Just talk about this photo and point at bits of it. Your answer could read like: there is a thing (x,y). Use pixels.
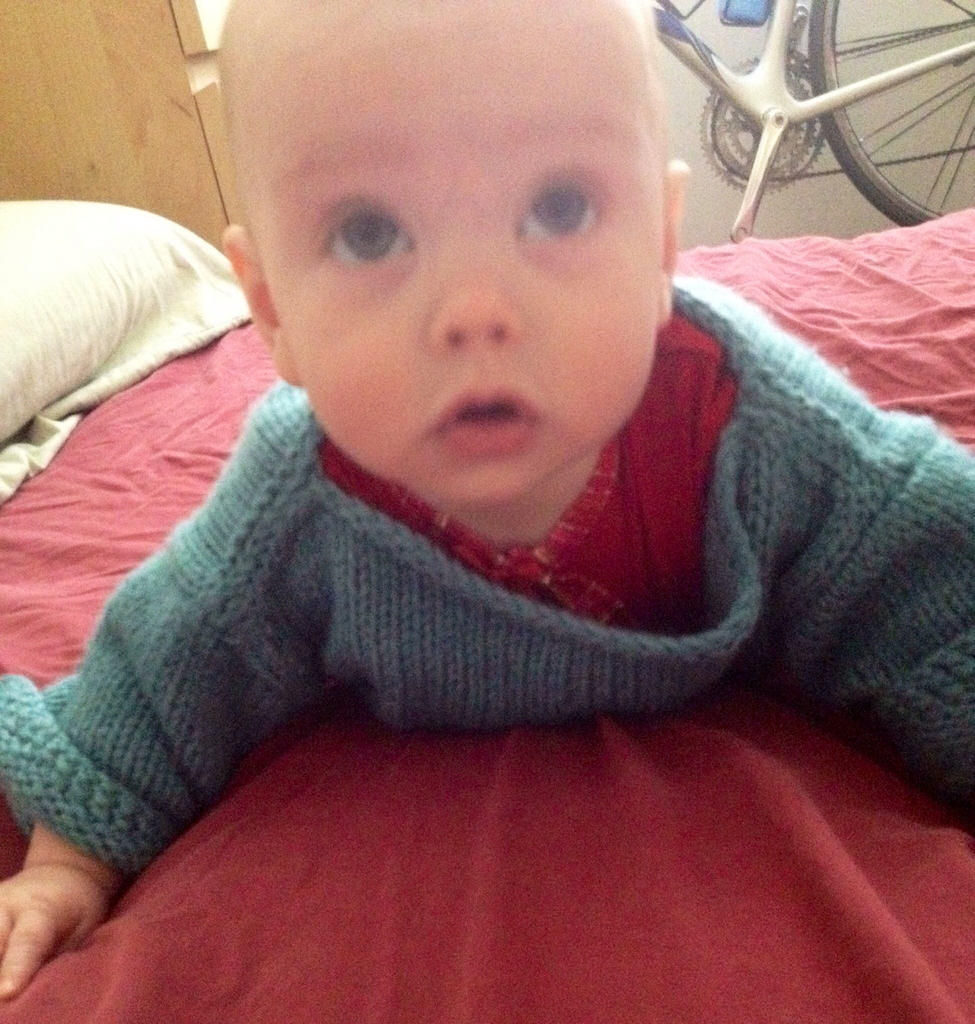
In the image we can see a baby (542,306) lying on the bed (486,902) and the baby (551,375) is wearing clothes (530,545). Here we can see the bed (475,788) and the pillow (65,345). We can even see the bicycle (858,169).
